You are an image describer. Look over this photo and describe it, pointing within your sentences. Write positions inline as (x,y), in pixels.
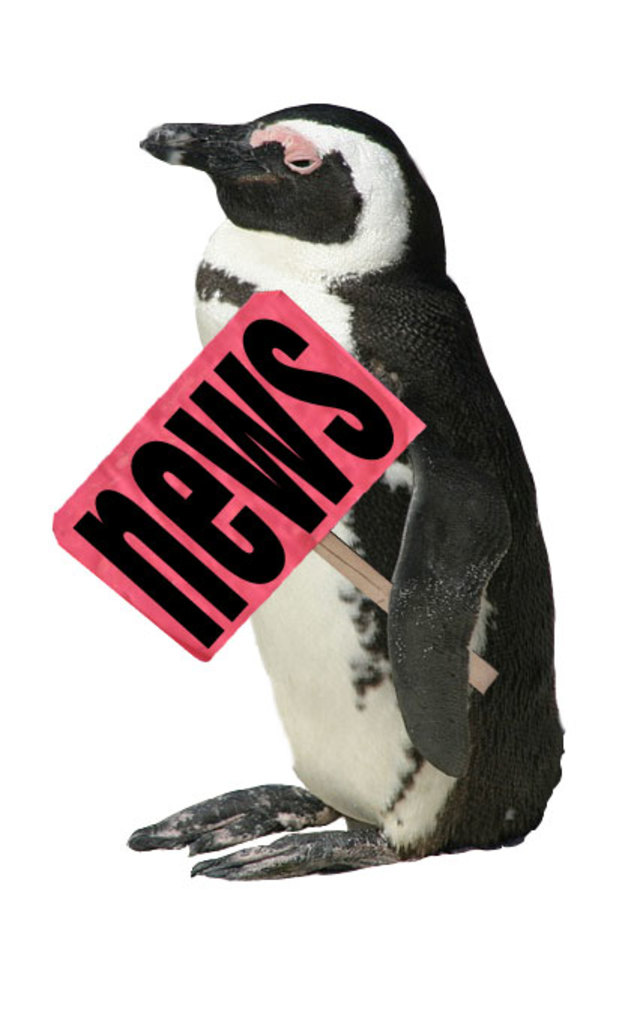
In this image in the center (307,649) there is one penguin (295,254) and the penguin (413,621) is holding some board (277,539), on the board (315,489) there is text (277,539) and there is white background (33,756).
